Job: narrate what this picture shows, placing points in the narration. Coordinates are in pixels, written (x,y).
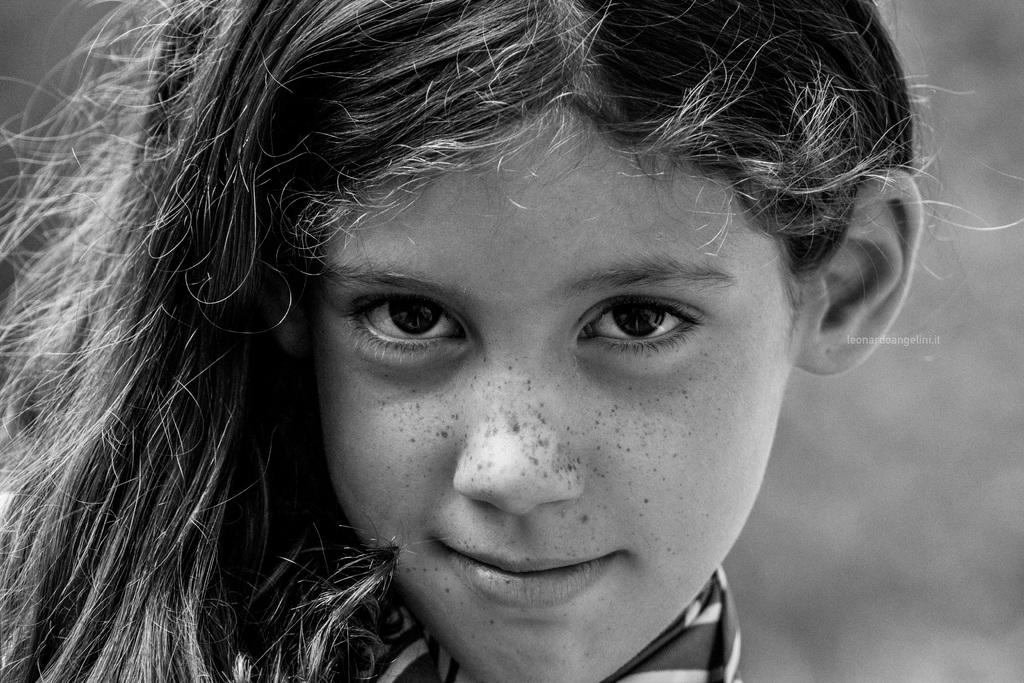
This is a black and white image. In this image we can see a girl (479,366).
